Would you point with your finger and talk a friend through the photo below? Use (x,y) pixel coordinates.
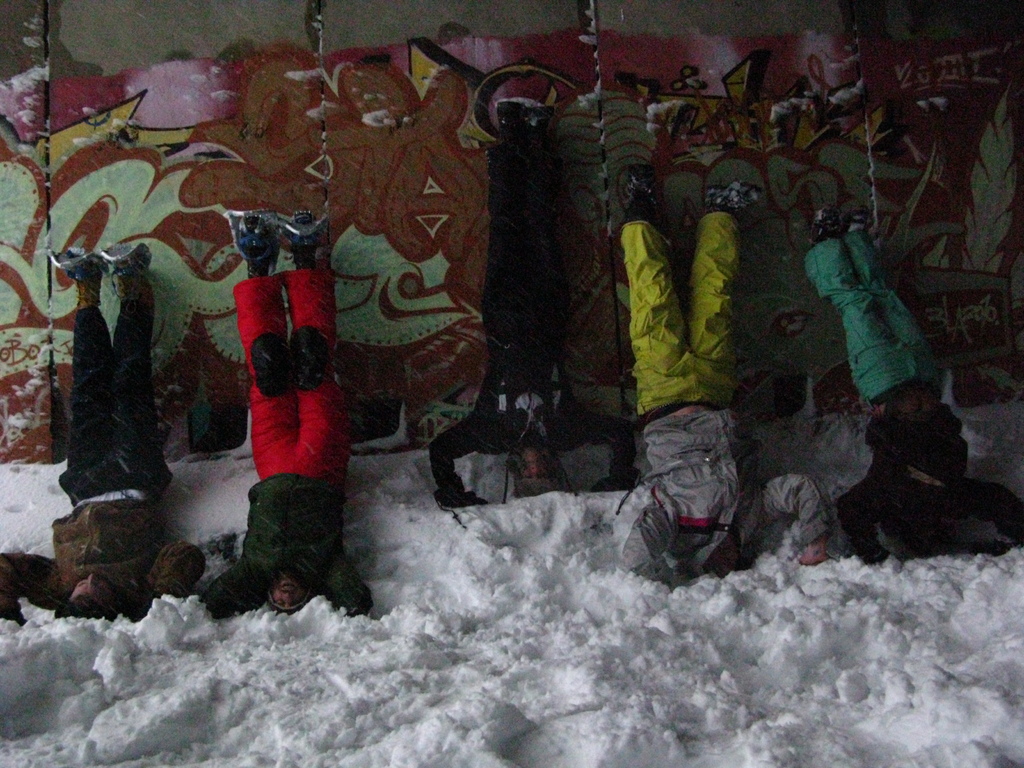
At the bottom of the image (403,539) there is snow (231,752). In the middle of the image (644,508) few people (22,554) are doing something. Behind them there is wall (588,59).
